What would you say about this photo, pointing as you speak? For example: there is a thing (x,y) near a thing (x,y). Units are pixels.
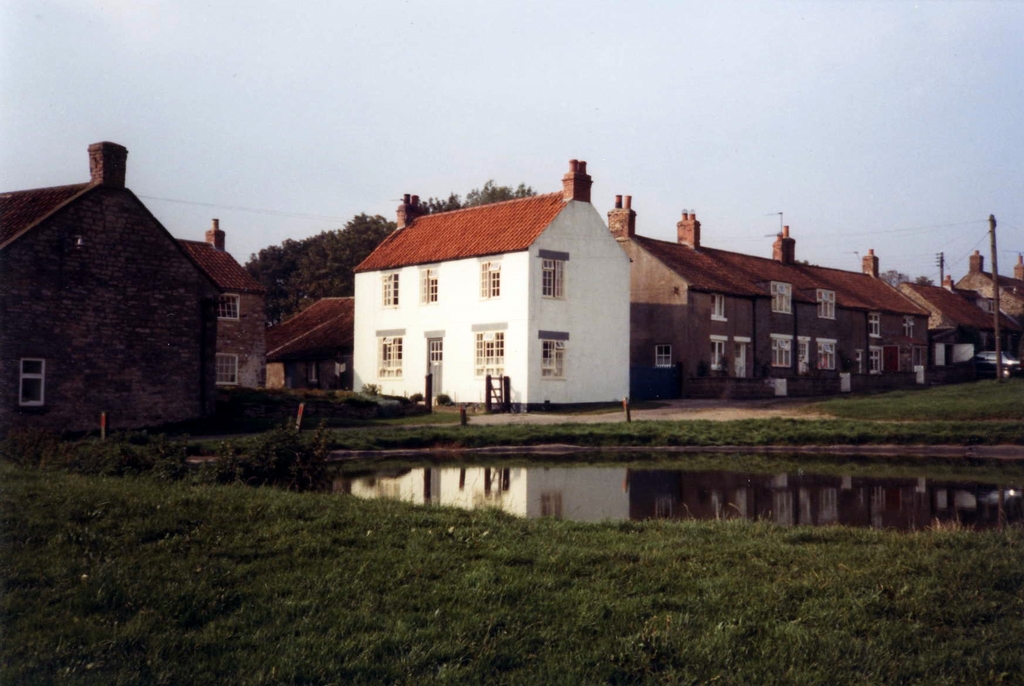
In front of the image there is grass (258,582), behind the grass (292,594) there is a lake (487,504), in the background of the image (467,370) there are houses (443,361), trees (348,272) and poles (995,261) with electrical cables (837,237) on it.
